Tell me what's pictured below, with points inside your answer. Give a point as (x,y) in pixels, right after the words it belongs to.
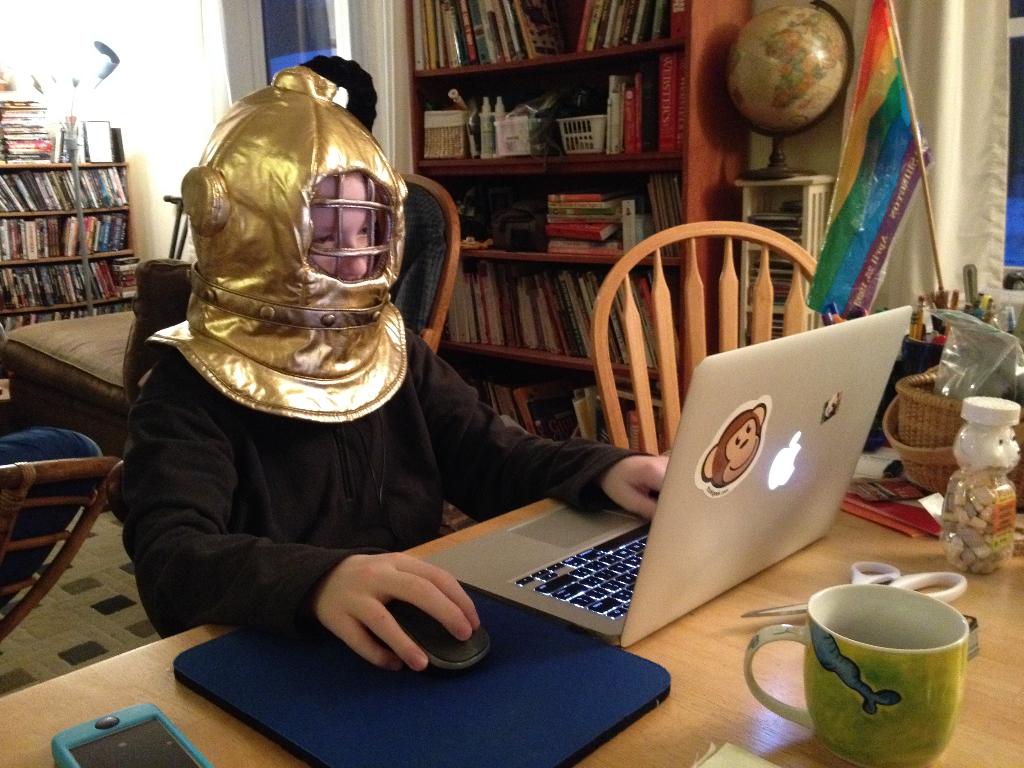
This picture shows a boy (222,588) working on the laptop (708,585) and he holds a mouse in his hand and we see cup (958,624), scissors (873,563) and a mobile (115,751) on the table (925,567) and we see a book shelf (706,200) on the right (695,168).
